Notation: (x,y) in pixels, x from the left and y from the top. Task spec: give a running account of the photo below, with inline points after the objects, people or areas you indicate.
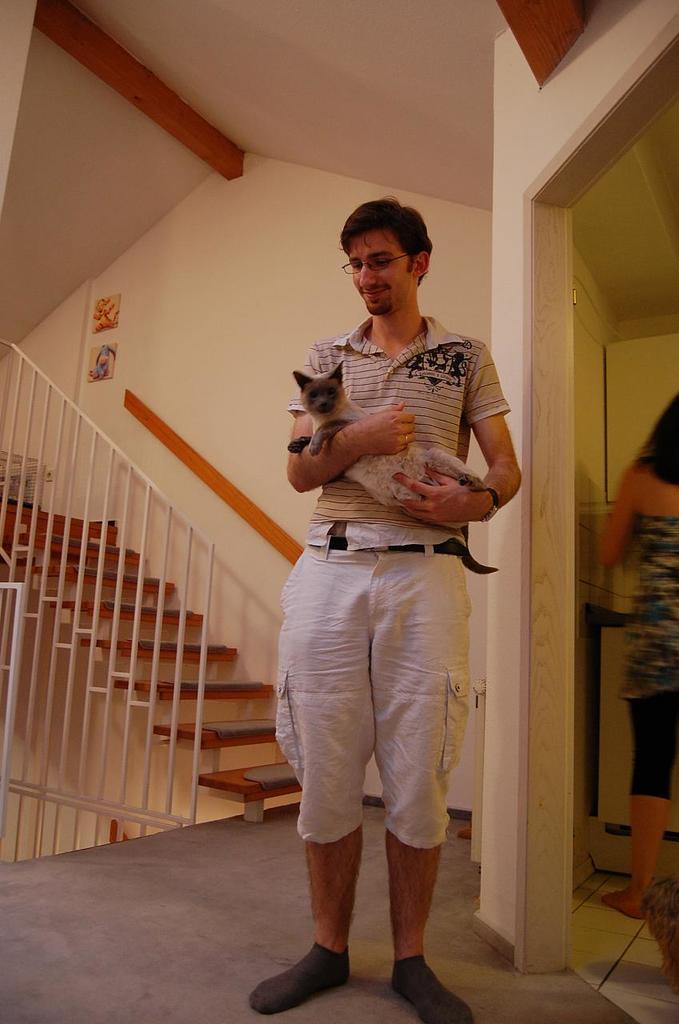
In this image this man (399,579) is standing and holding a cat (320,413) in his hands (421,483). On the right side of the image (646,868) there is a women (644,714). On the left side of the image (168,694) there is a staircase (45,586).
